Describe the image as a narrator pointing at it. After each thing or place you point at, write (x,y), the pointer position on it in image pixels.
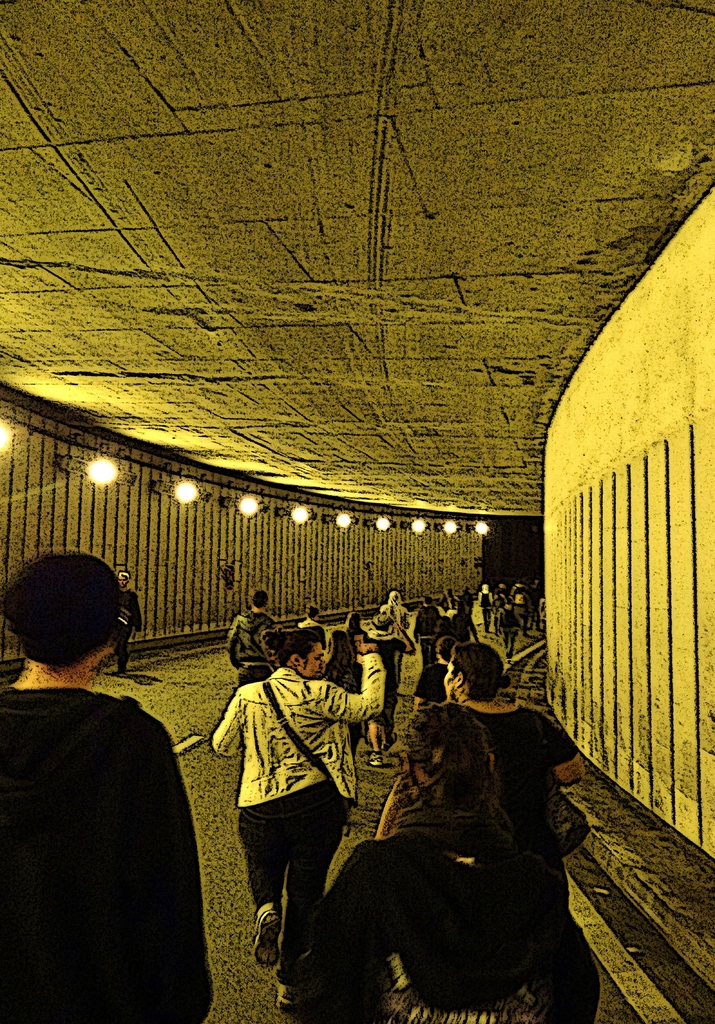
In this image I can see the tunnel (173,564). In the tunnel (16,278) I can see the group of people (120,877). On both sides of these people (73,802) I can see the wall (213,572). To the left (88,475) I can see the lights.
